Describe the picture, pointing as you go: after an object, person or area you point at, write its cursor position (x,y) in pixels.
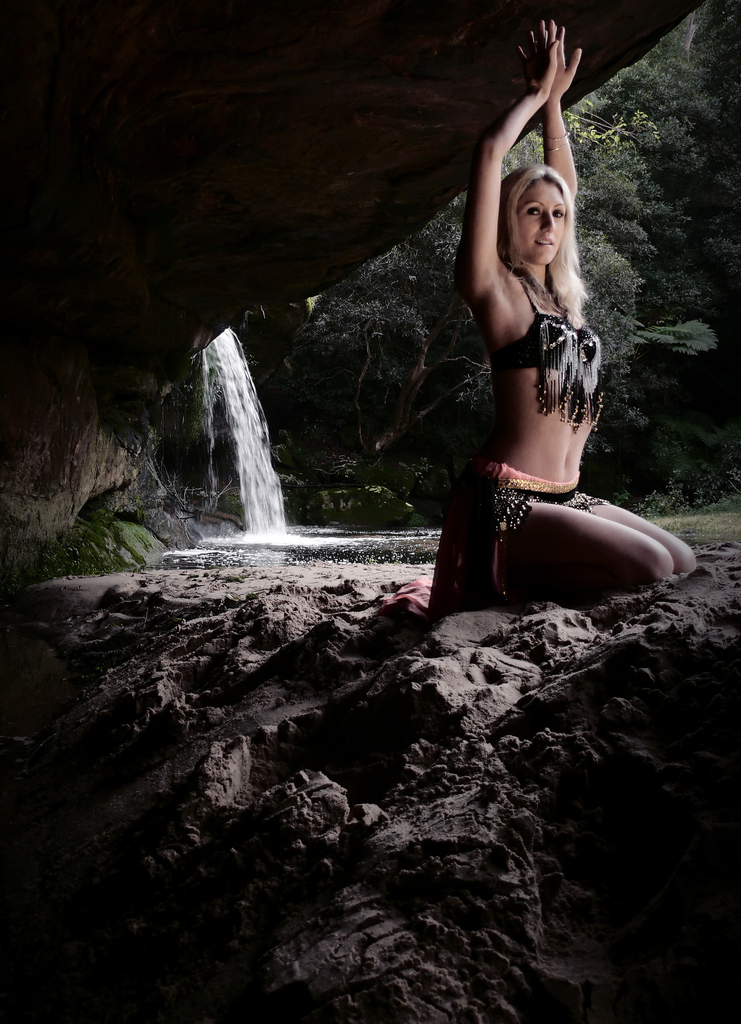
In this image, we can see a person (512,312) wearing clothes (532,501). There is a waterfall (231,354) on the left side of the image (225,347). There are some trees (651,389) on the right side of the image (680,420).
